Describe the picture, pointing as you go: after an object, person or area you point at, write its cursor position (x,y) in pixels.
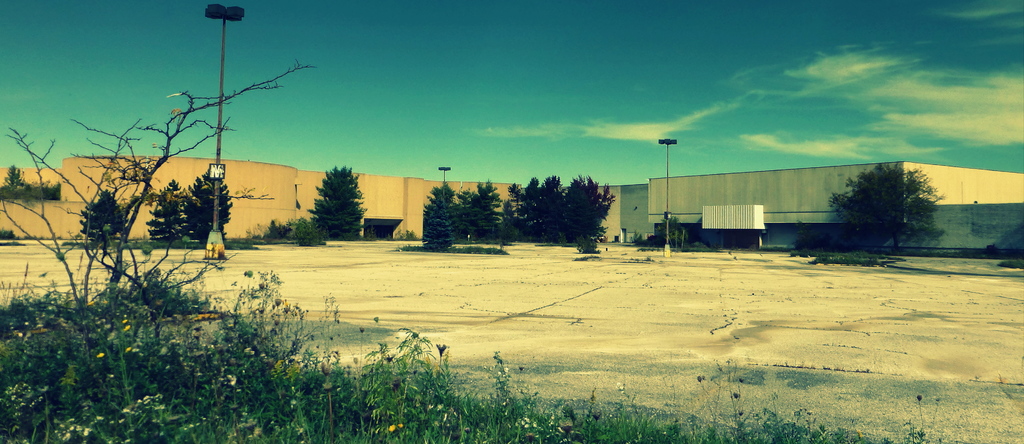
As we can see in the image there are trees (202,192), poles (238,14) and houses (749,179). In the front (358,378) there are plants (286,384). On the top (585,66) there is sky (608,72) and clouds (952,114).
